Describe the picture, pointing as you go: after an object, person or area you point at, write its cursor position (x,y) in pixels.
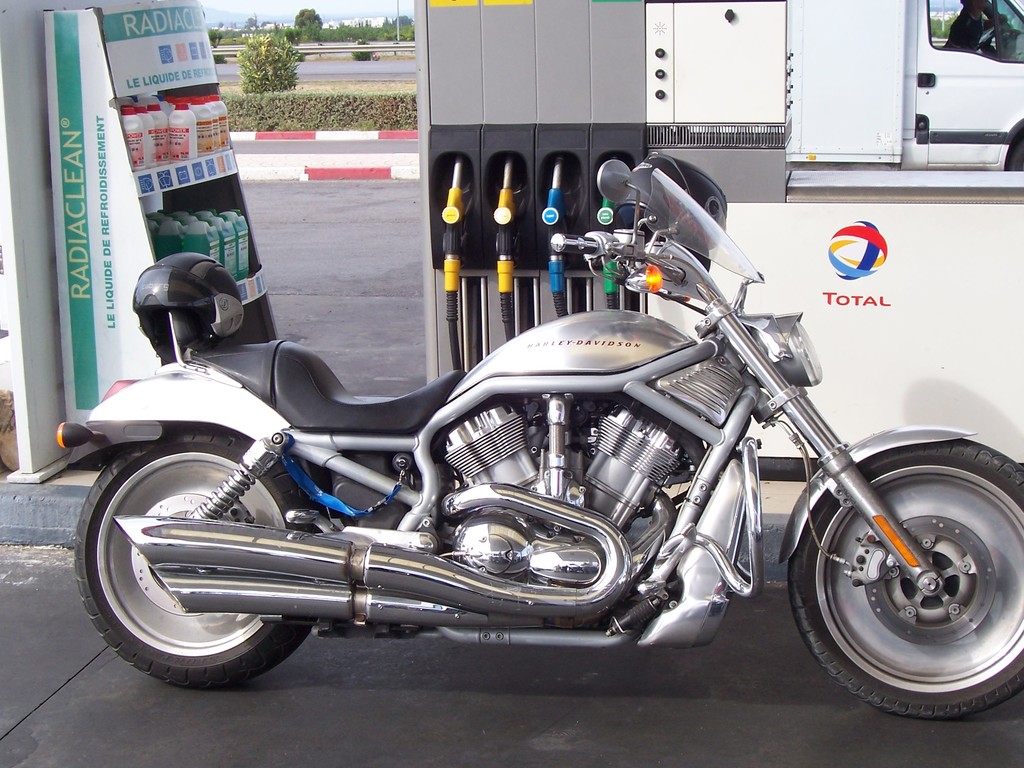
In this image I can see a bike (809,416) in silver and black color. Background (242,106) I can see trees (243,121) in green color, few bottles (216,104) and sky (330,9) in white color.
